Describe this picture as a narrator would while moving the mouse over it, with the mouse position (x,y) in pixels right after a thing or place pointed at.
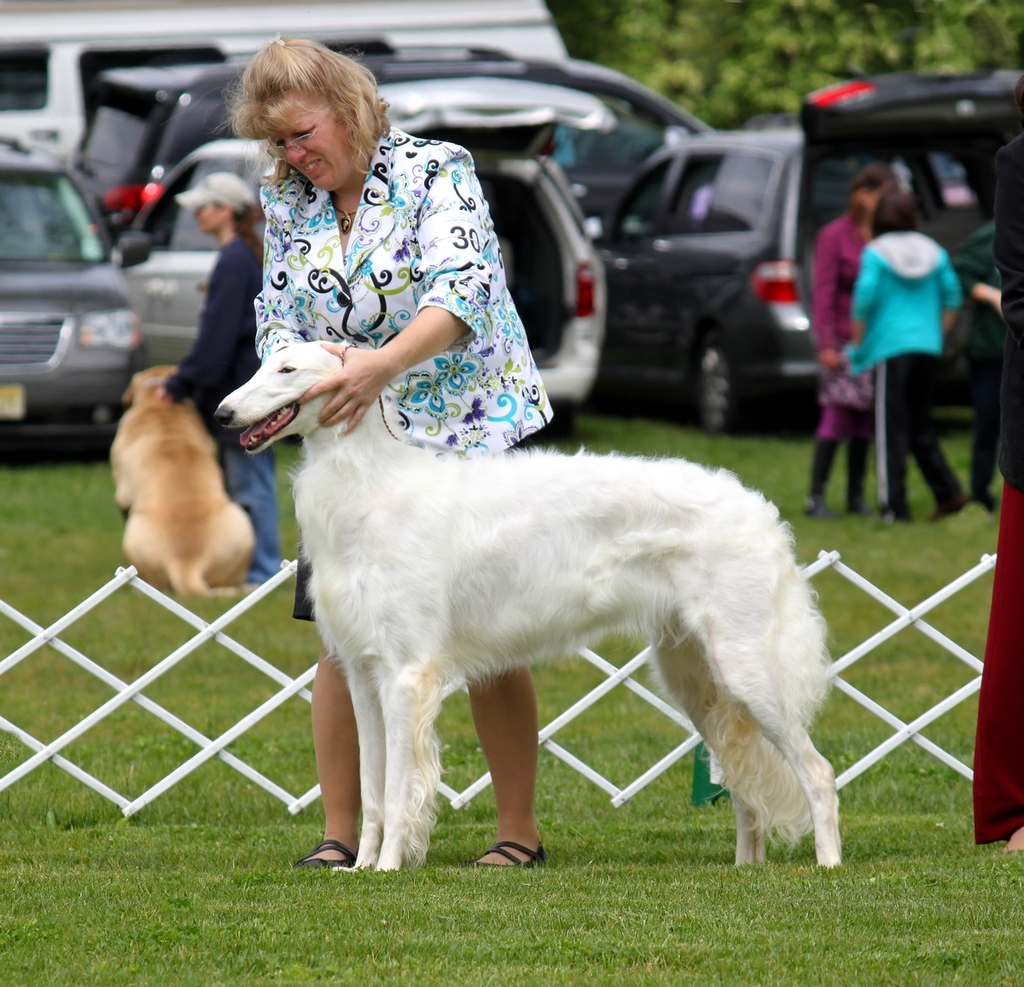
This image is taken in a garden (314,872). In the middle (397,351) there is a woman (427,368) her hair (313,77) is short, she is holding a dog (301,417). In the background (875,303) there are many cars (581,215), trees (763,74) and some people (931,314). At bottom (283,898) there is a grass (200,800).
